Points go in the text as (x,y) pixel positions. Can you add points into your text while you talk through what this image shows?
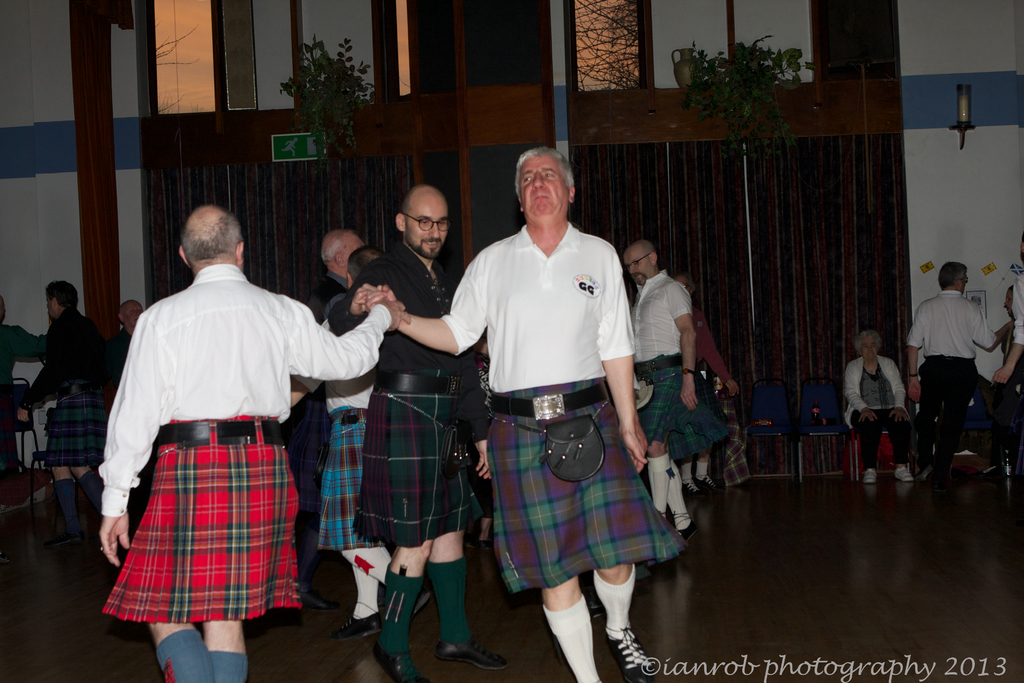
In this image there are groups of people (443,491) dancing on the floor (344,664), behind them there are few people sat on their chairs (759,407). In the background (347,151) there is a wall (595,109) and few plant pots (338,128) and a lamp (962,119) hanging on the wall (909,126).
